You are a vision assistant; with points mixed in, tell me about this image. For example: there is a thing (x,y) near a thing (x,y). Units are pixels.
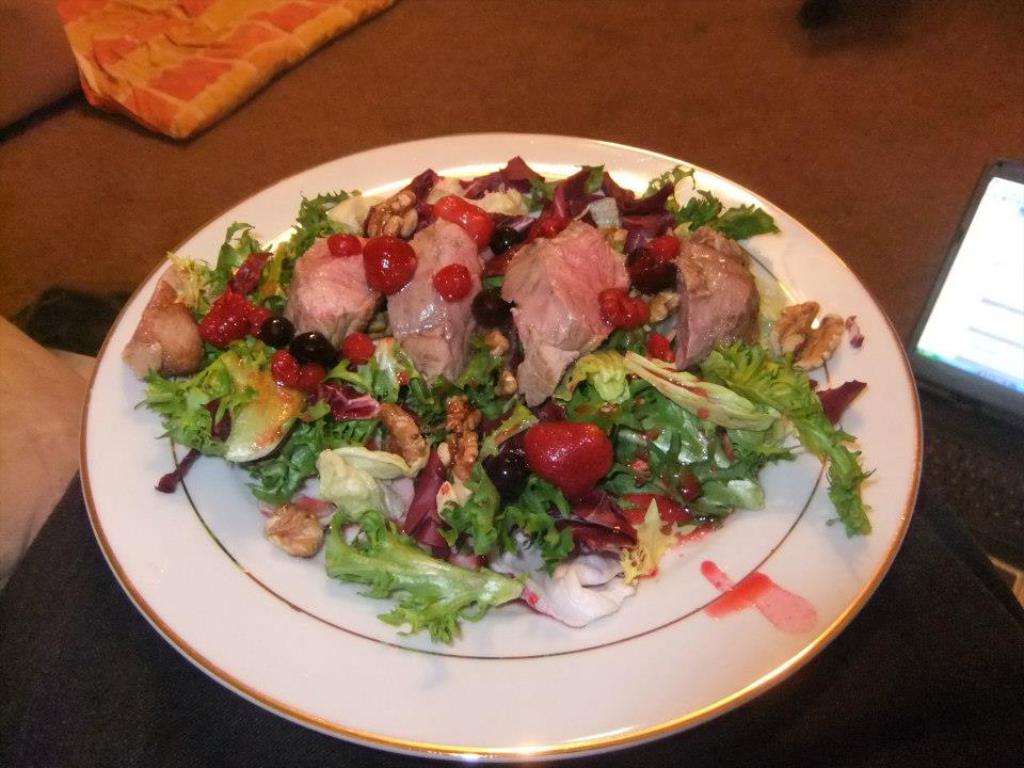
In this picture I can see there is a plate (728,564) of salad (294,367) with meat (711,318) and there are few berries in the plate (876,441). There is a laptop (981,269) placed on the floor (646,98) and there are few pillows (150,123) and blankets (322,13).
